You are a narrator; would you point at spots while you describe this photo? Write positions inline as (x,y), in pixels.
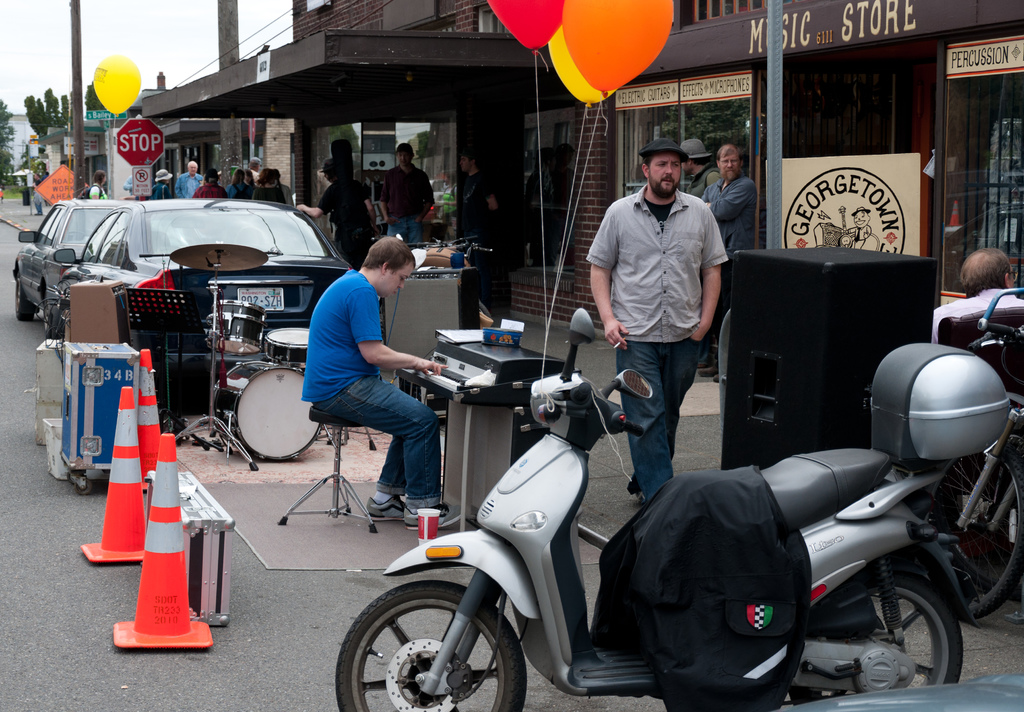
This is the picture of a place where we have a person (385,423) playing some musical instruments (474,404) and around there are some houses (490,75), trees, people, vehicles (201,342), balloons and some other things (839,344).
